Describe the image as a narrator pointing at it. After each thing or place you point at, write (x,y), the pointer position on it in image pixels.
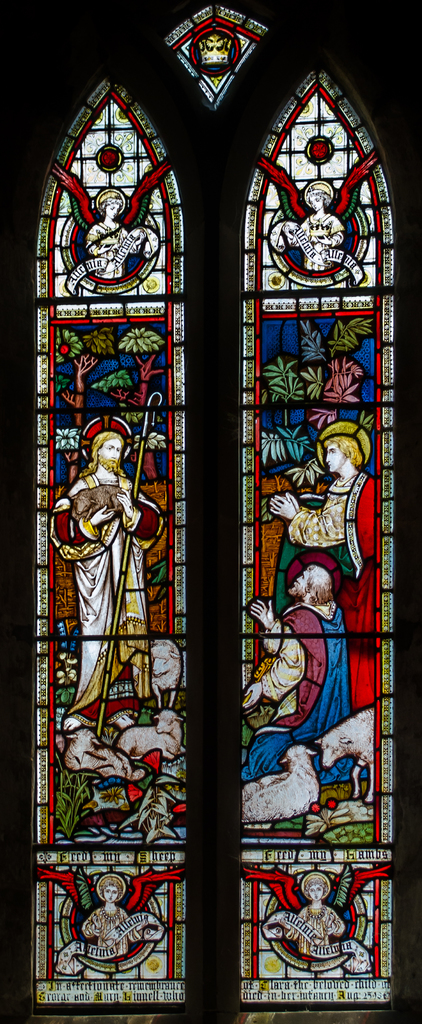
In the image we can see a glass window (250,336), on the glass window (129,702) there are some pictures (107,694).
